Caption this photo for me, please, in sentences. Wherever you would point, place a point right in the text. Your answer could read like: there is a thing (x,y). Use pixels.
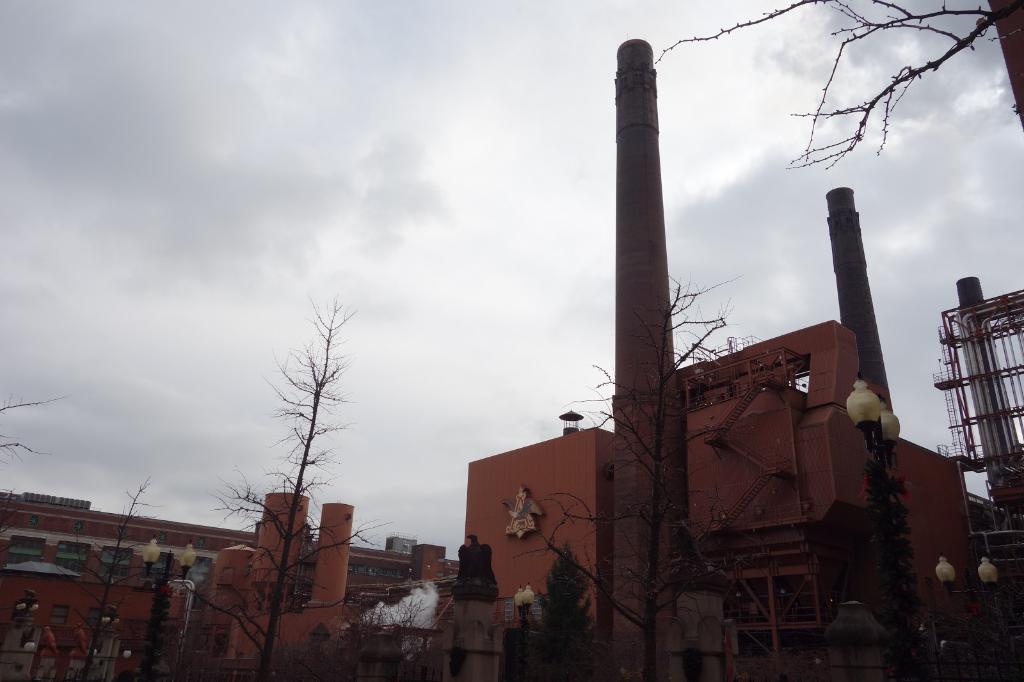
At the bottom of the picture (191,561), we see trees (593,637) and the street lights (890,570). There are buildings (552,520) in the background (598,511). These buildings (515,564) are in brown color. At the top of the picture (416,119), we see the sky (579,300).
